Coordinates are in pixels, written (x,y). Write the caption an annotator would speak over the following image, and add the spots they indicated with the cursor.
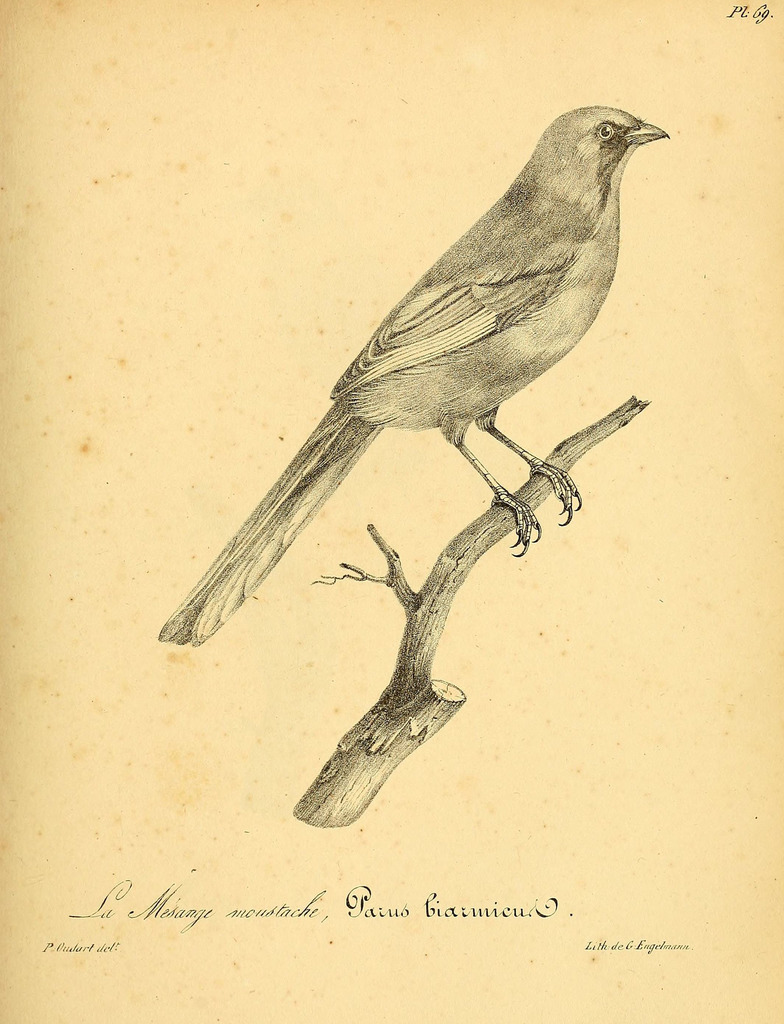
In the picture I can see a sketch (464,447) of a bird (533,372) is sitting on the stem (507,514). I can also see something written on the image.
